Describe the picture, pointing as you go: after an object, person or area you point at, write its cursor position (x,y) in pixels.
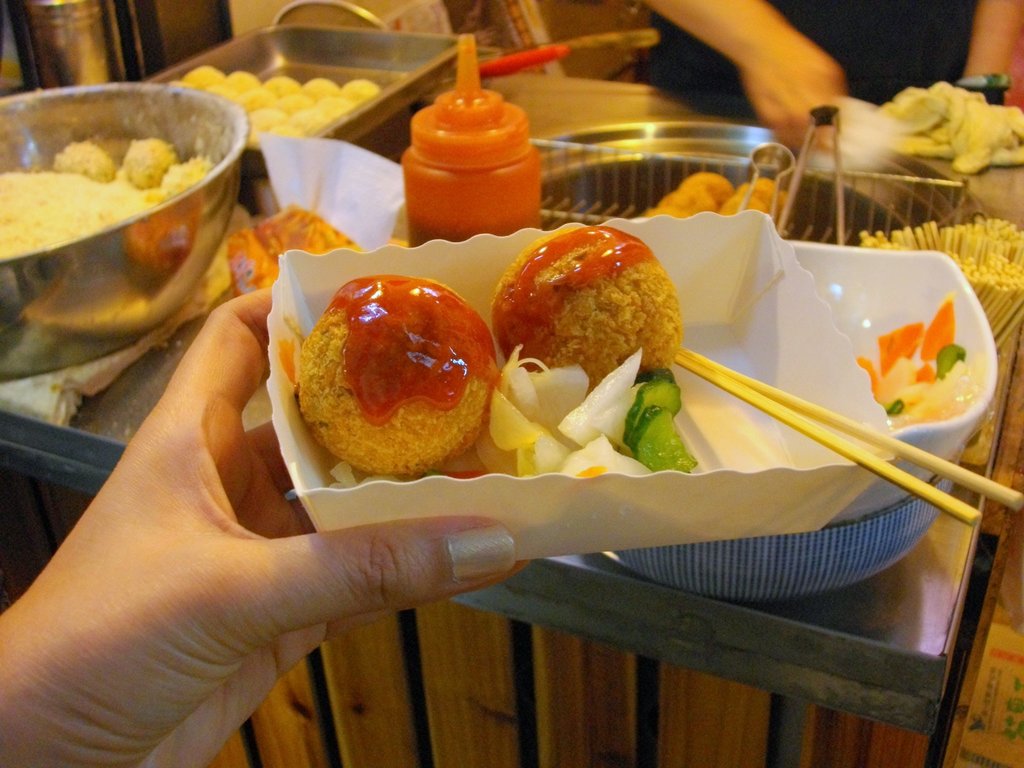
In this image there is a hand (259,581) holding a paper cup (504,475), in that there is a food item (607,416), in the background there is a table (904,708), on that table (909,672) there are trays (364,130) and bowls (142,230) in that there is a food item (248,98) and a man (714,65) standing near the table (905,688).
